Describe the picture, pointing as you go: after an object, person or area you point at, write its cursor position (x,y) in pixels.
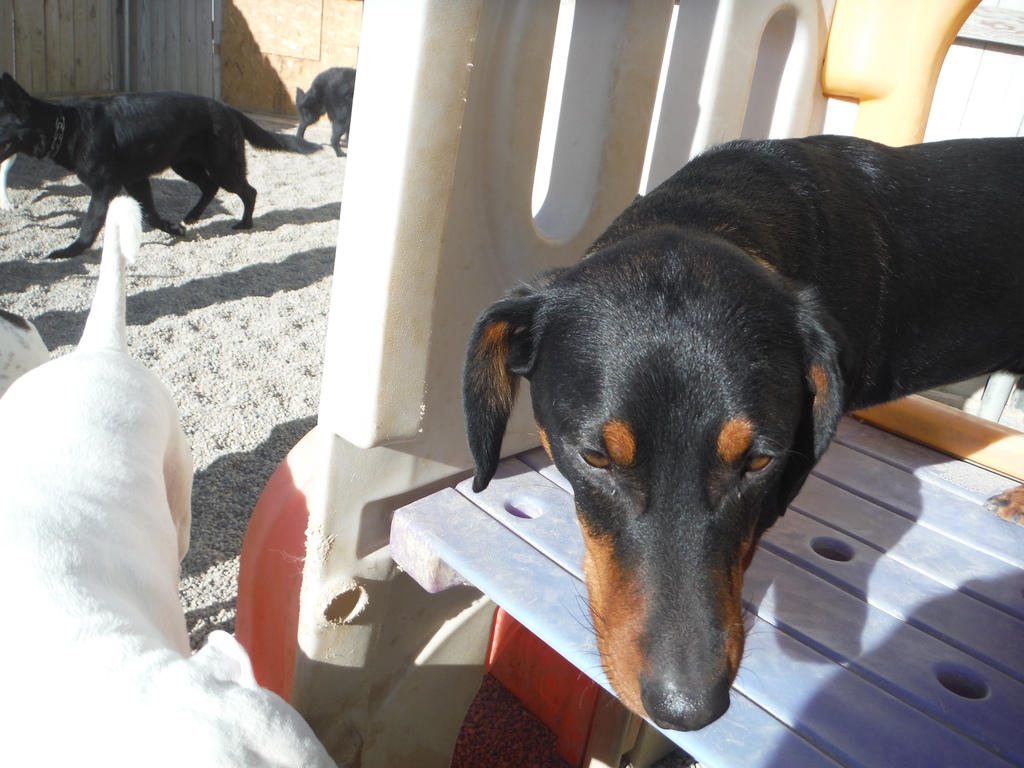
In this picture there is a black dog (701,417) who is standing on the bench (947,471). On the left (103,434) I can see the white dogs (2,403). In the top left corner (220,125) I can see the black dogs (205,138) who are walking near to the wall (172,69).
